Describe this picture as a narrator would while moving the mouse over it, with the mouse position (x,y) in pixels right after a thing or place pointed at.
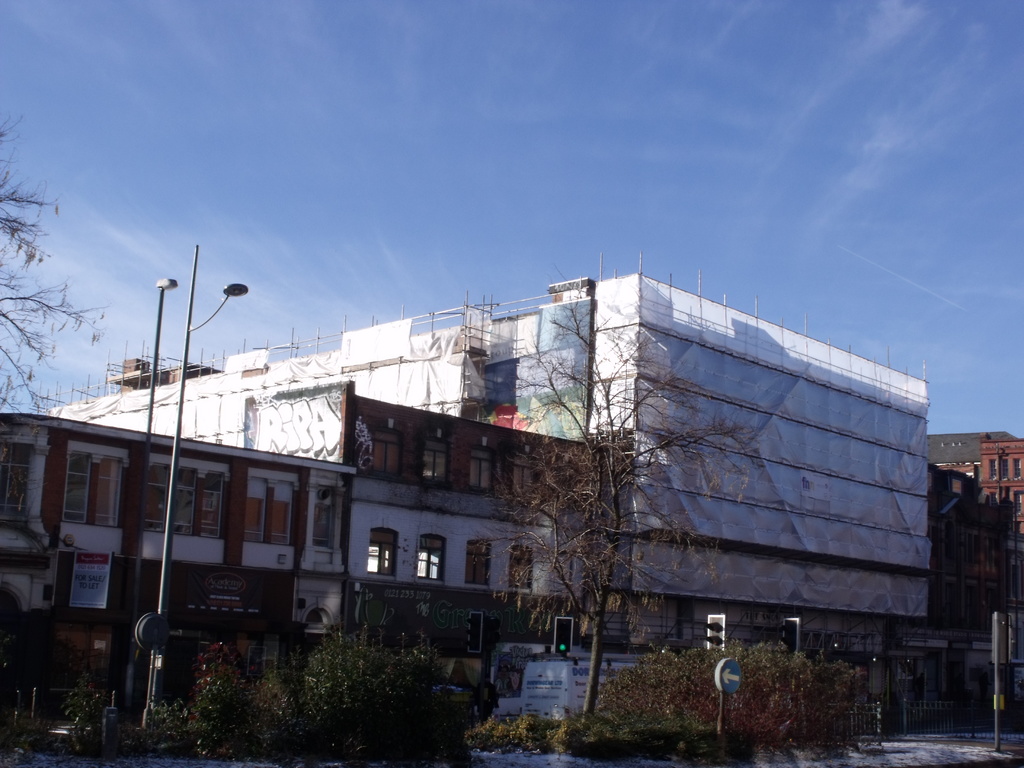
In the picture I can see plants (380,655), light poles (188,302), traffic signal poles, caution boards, buildings (454,682), trees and the blue color sky (706,111) with clouds (133,244) in the background (332,279).
